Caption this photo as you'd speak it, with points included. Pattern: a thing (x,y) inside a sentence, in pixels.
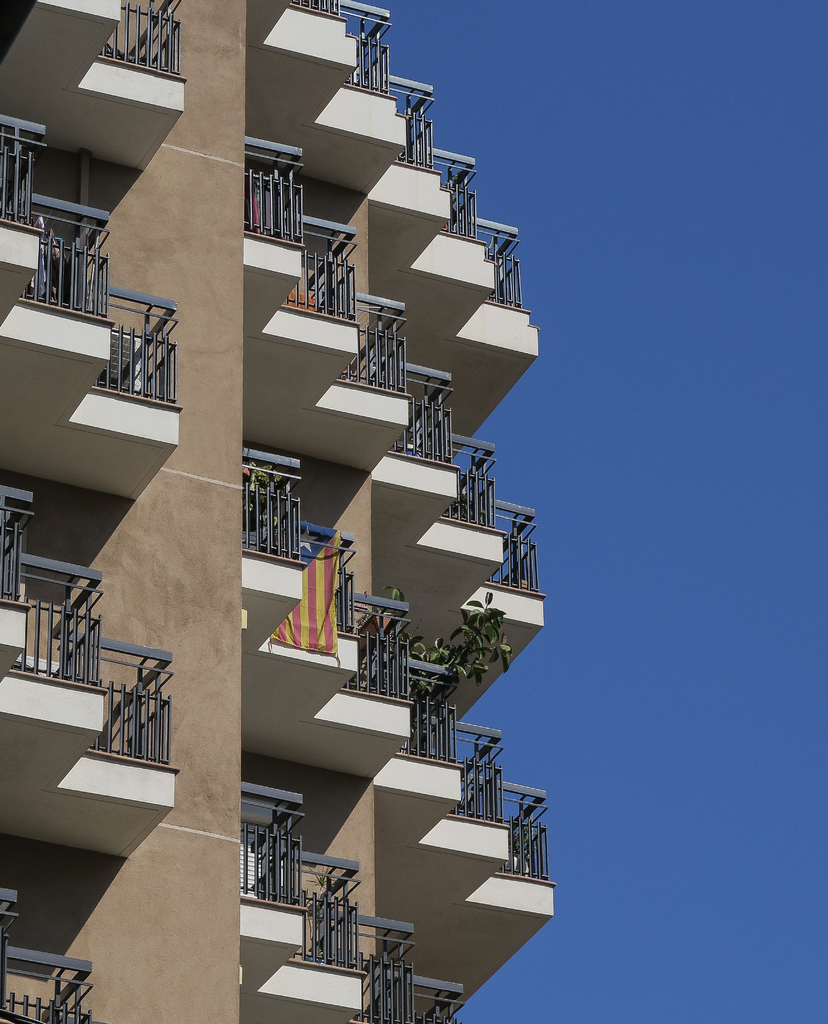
This picture shows a building (533,856) and we see a cloth (297,633) and plants (460,651) and blue sky (621,580).
